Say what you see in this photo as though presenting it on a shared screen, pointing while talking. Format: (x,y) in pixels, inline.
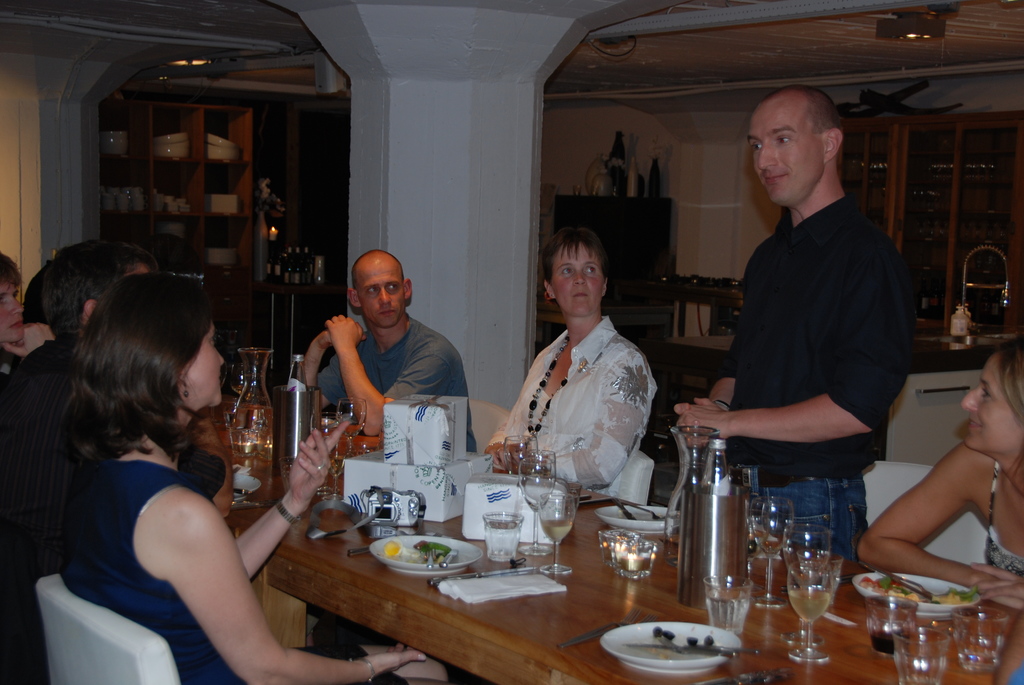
This image is clicked in a room (46,249). There is a table (684,679) in the middle (367,441) and chairs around the table (588,536) people (544,412) are sitting on that chair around the table (644,683). On that table (436,599) there are glasses (811,542), plates (661,663), spoons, forks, knives (511,570), tissues (524,579), jars (705,519), bottles (720,465), plates (457,556) and eatables (941,601). On the right side (915,229) there is a cabinet (948,267) and on the left side (147,201) there is a rack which consists of all the utensils (222,261). There are lights (900,25) on the top (212,60). There is a pillar (450,321) in the middle (455,324).
